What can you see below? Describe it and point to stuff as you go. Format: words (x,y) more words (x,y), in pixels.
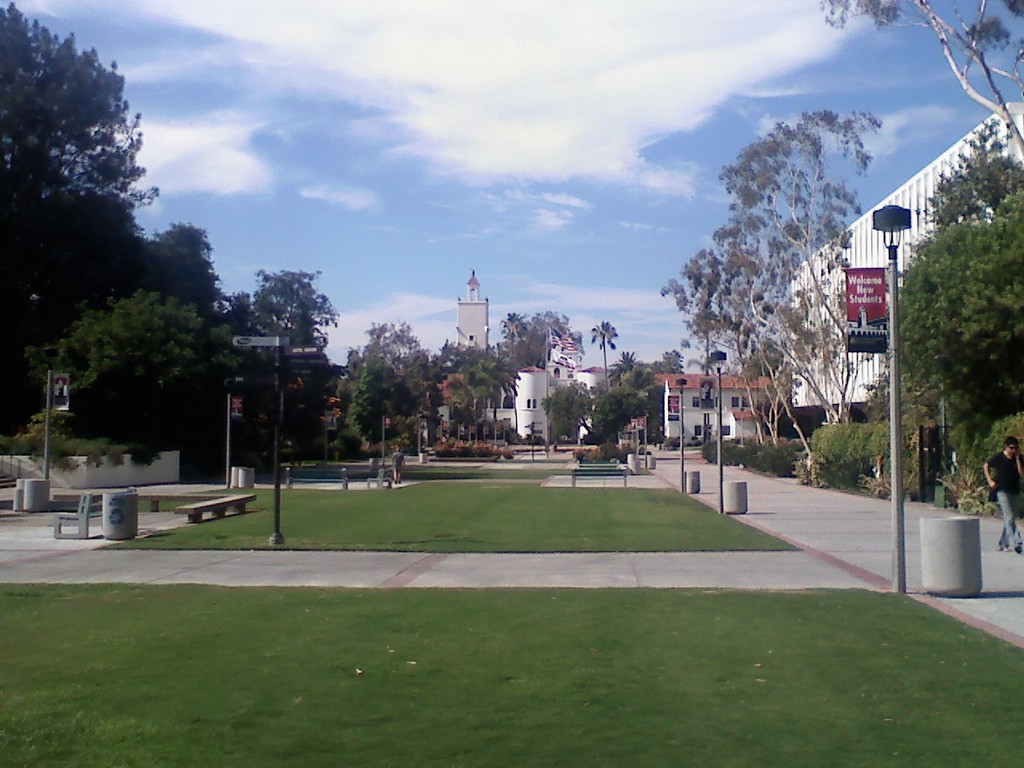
In this picture there is grassland (402,523) at the bottom side of the image (680,610) and there are trees (913,345) and houses (873,373) in the center of the image (566,323).
